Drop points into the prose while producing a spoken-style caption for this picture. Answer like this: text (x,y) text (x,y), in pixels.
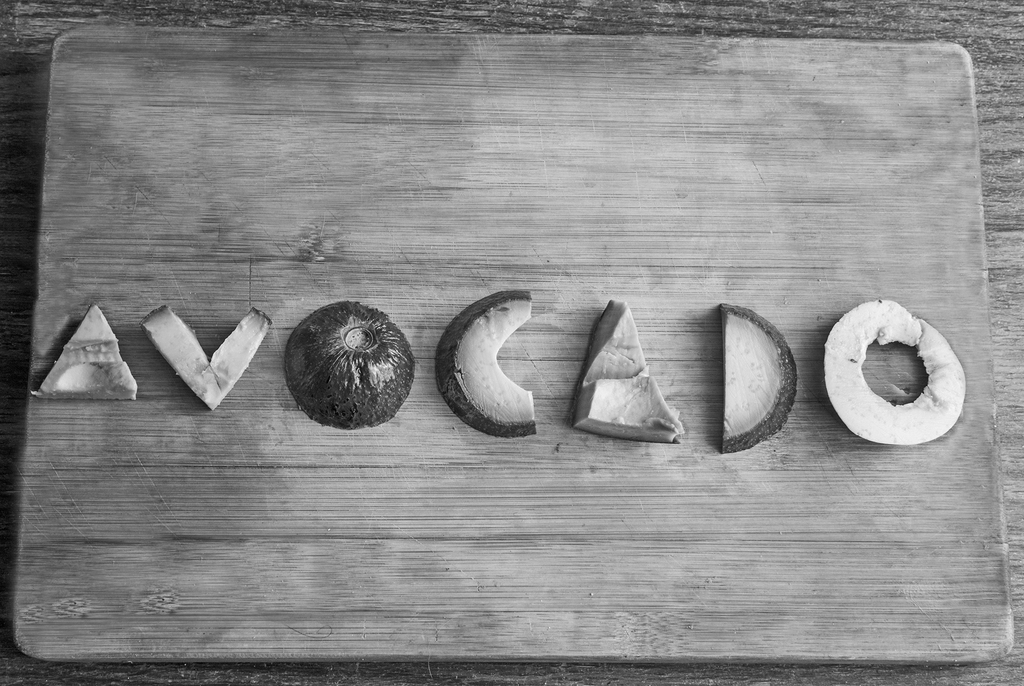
In this image we can see some fruit pieces (649,402) placed on a wooden surface (533,535).
